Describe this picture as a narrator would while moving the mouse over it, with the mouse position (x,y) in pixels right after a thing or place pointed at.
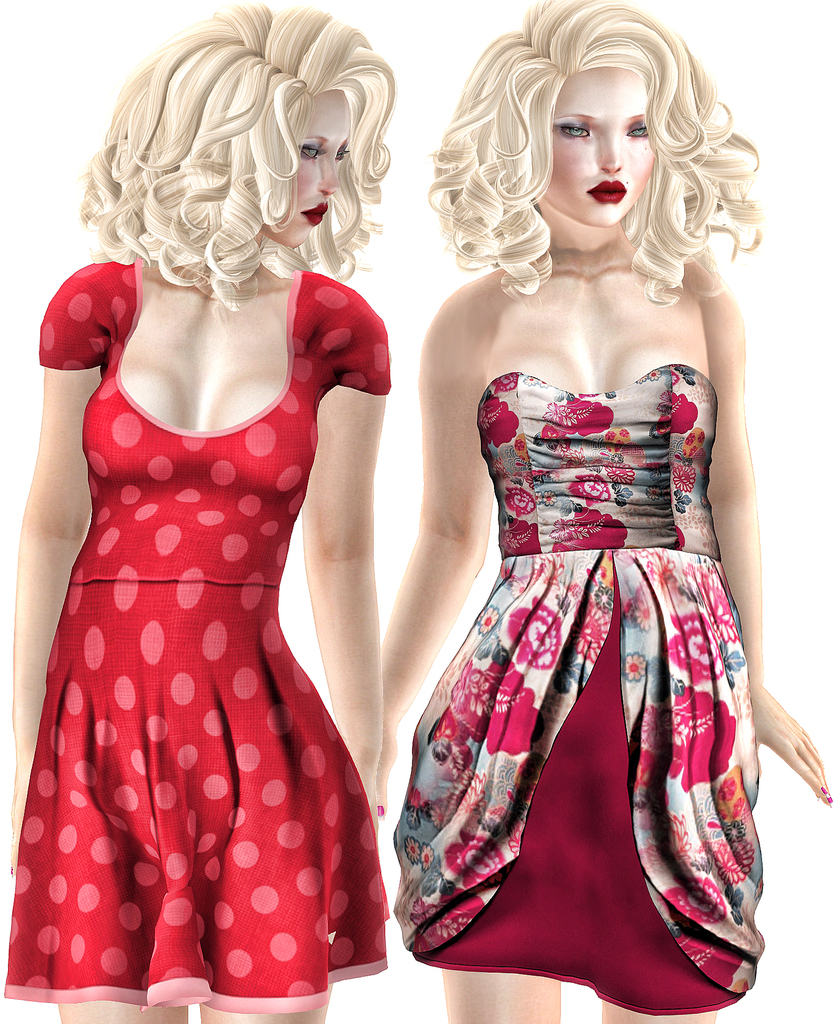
In this image there is a painting (418,643) of a two women's (500,468) as we can see in the middle of this image (486,430).
